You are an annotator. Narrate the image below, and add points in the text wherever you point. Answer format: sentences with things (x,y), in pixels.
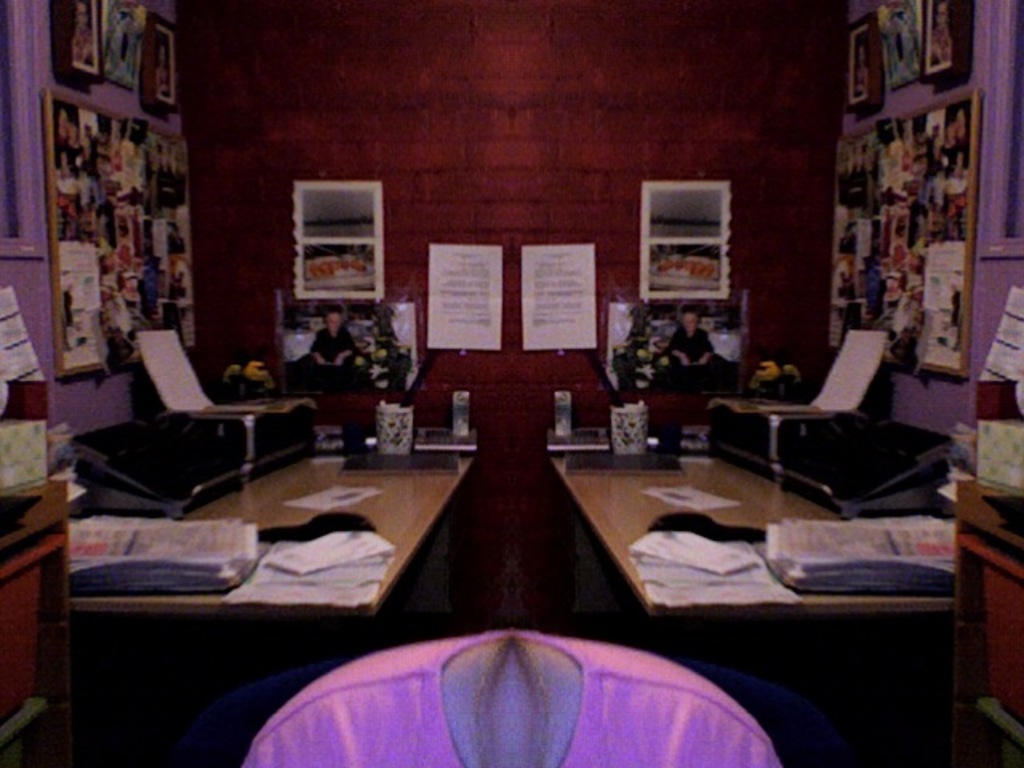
In the picture I can see wooden tables (606,527) which has some objects (402,464). In the background (486,226) I can see walls (773,211) which has photos (121,220), boards (159,238), papers (90,300) and some other objects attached to it.
